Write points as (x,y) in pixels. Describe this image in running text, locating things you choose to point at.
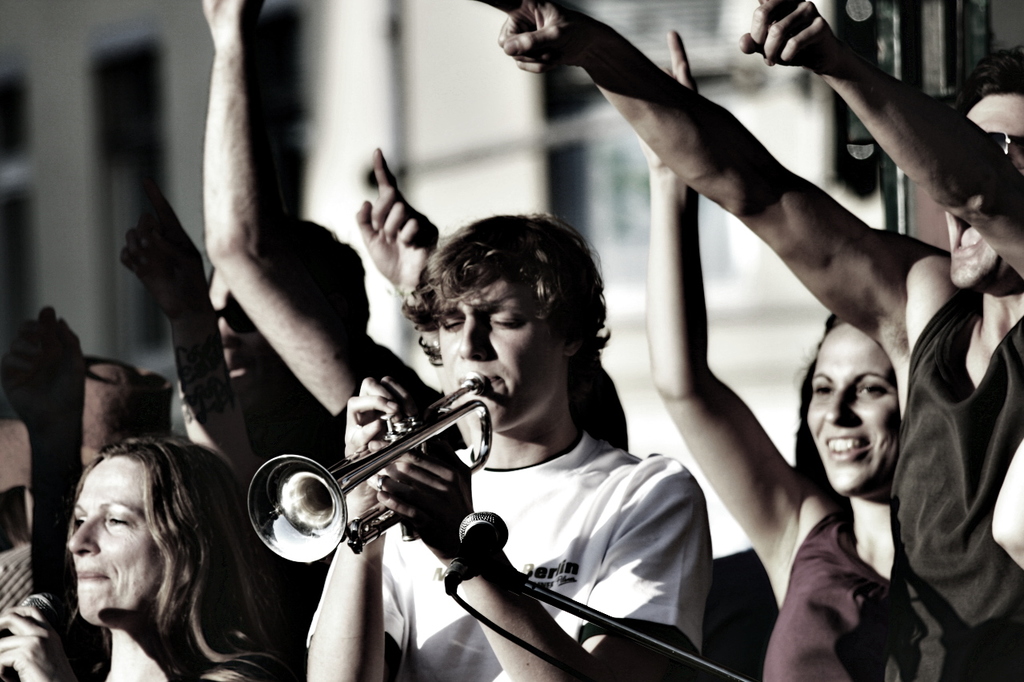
This picture is of outside. On the right (921,293) there is a man (971,505) and a woman (847,472) smiling. In the center (473,309) there is a man (584,487) wearing white color t-shirt (613,518), playing trumpet (328,499) and seems to be standing. We can see a microphone (482,557) attached to the stand (661,642). On the left (133,422) there are group of persons (144,501) seems to be standing. In the background (376,126) we can see the buildings (476,142).
